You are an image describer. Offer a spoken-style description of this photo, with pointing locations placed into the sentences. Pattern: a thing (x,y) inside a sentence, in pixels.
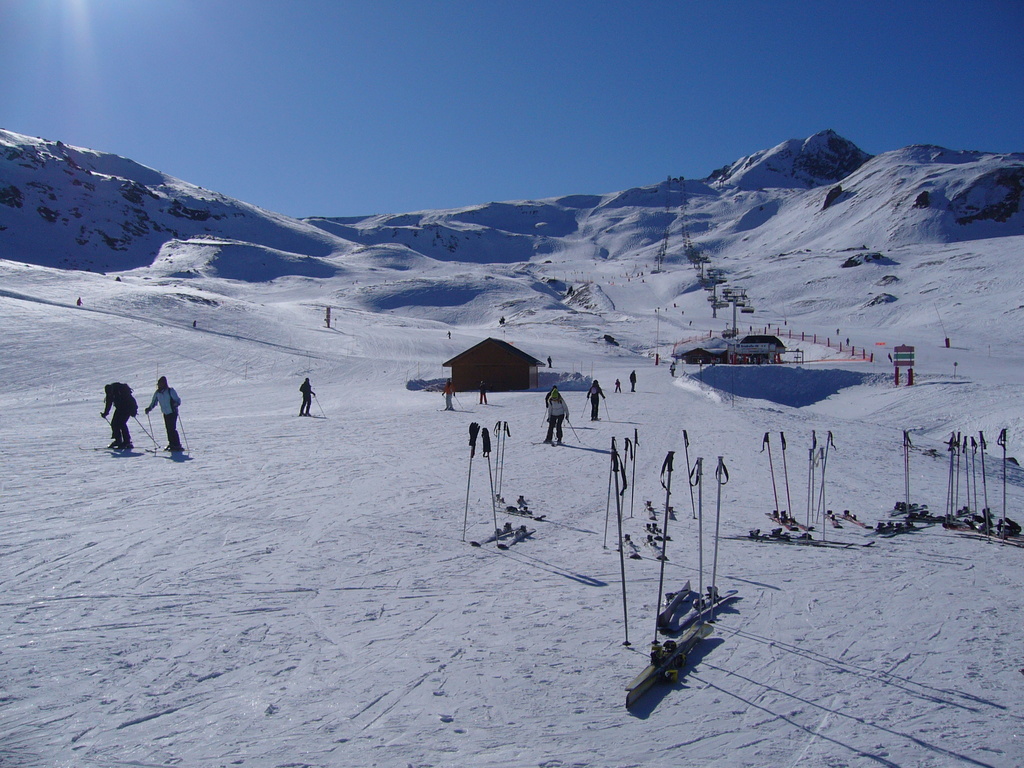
In this picture we can see snow (490,652) at the bottom (303,674), there are some people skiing on ski boards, on the right side (701,480) we can see sticks (950,463) and ski boards (699,637), there is a house (488,362) in the middle (511,359), in the background (895,373) we can see a board (902,363), there is the sky (434,122) at the top of the picture (360,128).
